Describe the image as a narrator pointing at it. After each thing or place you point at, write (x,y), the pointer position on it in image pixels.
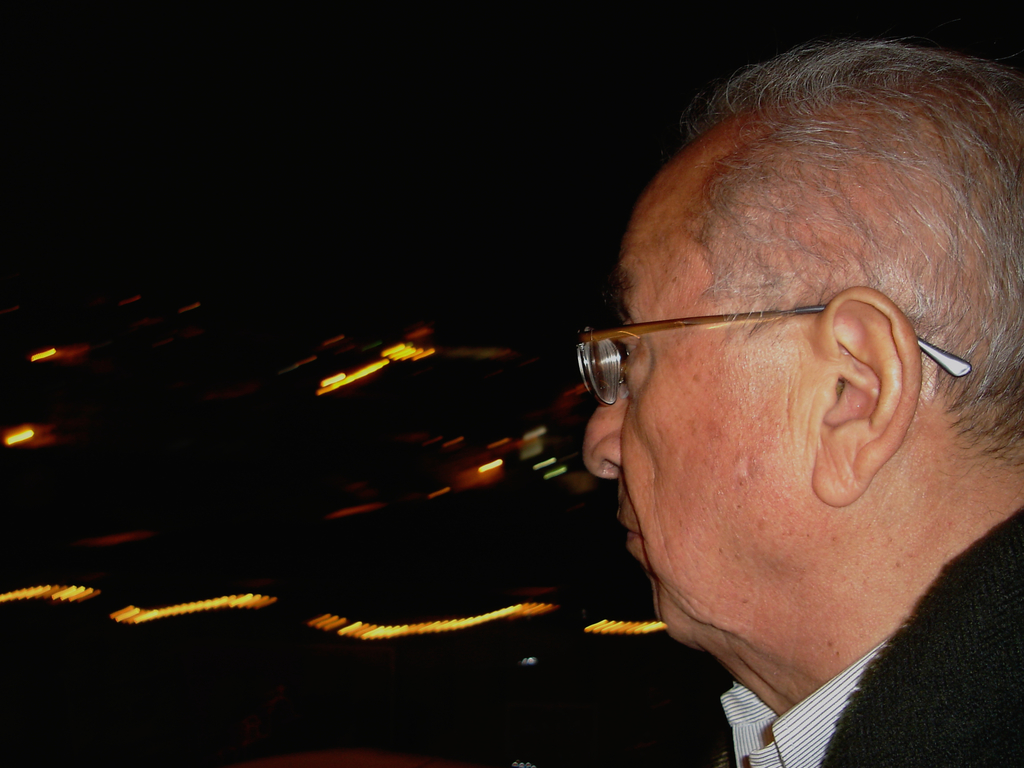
In this image I can see a person (762,495), wearing a spectacle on the right side (747,385) and on the left side (241,401) I can see a lighting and dark view.
